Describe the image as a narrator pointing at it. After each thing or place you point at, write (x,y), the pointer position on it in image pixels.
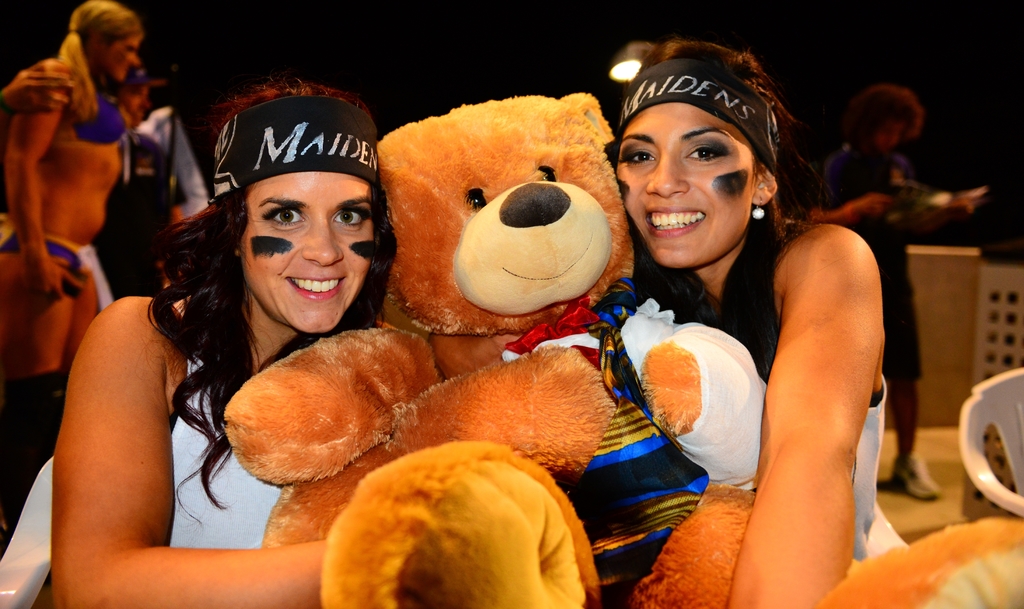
Here in this picture we can see two women (276,292) sitting on chairs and they are holding a teddy bear (558,419) in between them and both are smiling, behind them also we can see some people (77,187) standing on the floor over there.
